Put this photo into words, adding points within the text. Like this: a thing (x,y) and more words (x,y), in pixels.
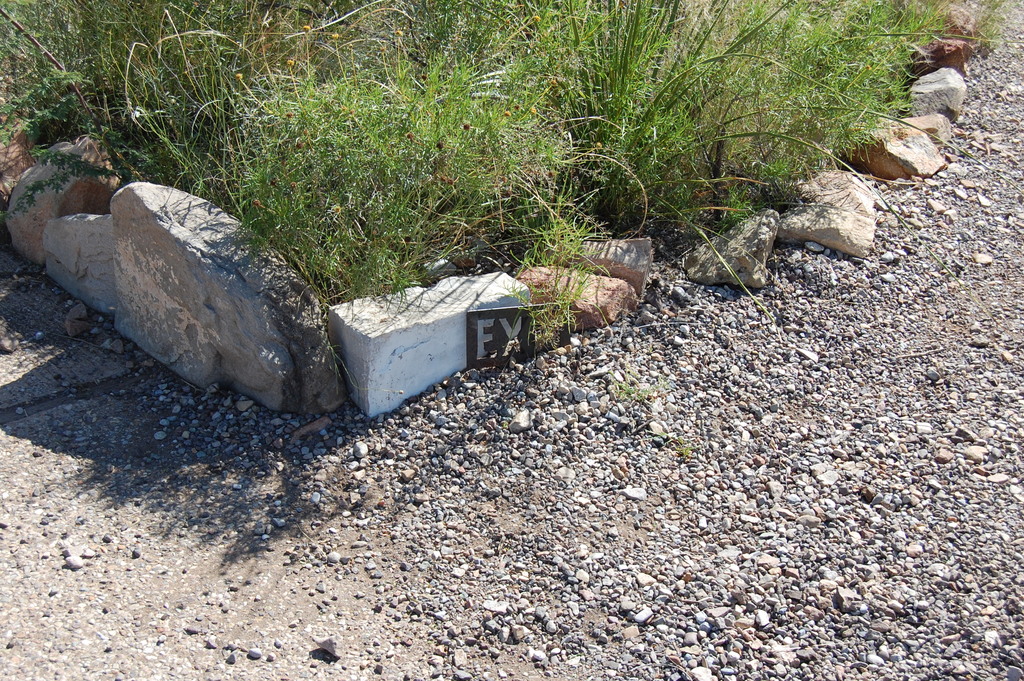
In this image I can see concretes (734,478), stone fence (292,298) and grass (516,201). This image is taken may be during a day.
